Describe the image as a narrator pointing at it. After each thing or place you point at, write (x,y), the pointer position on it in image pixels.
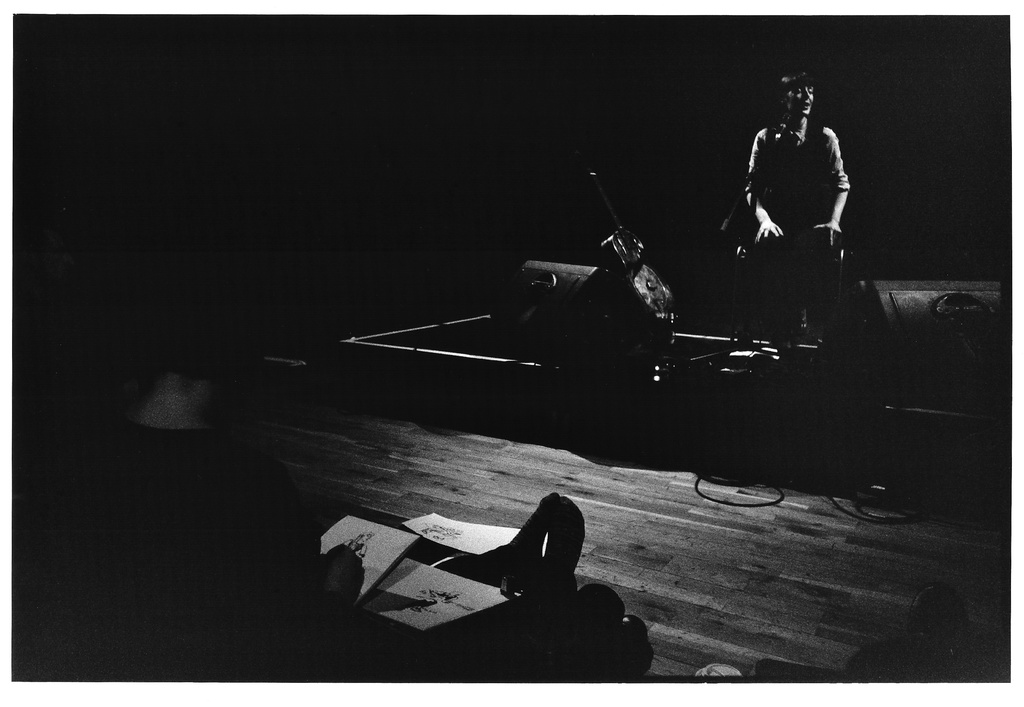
It's a black and white image, on the right side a person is sitting. On the left side (152,516) a person (326,582) is drawing the picture (373,601) of that person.
